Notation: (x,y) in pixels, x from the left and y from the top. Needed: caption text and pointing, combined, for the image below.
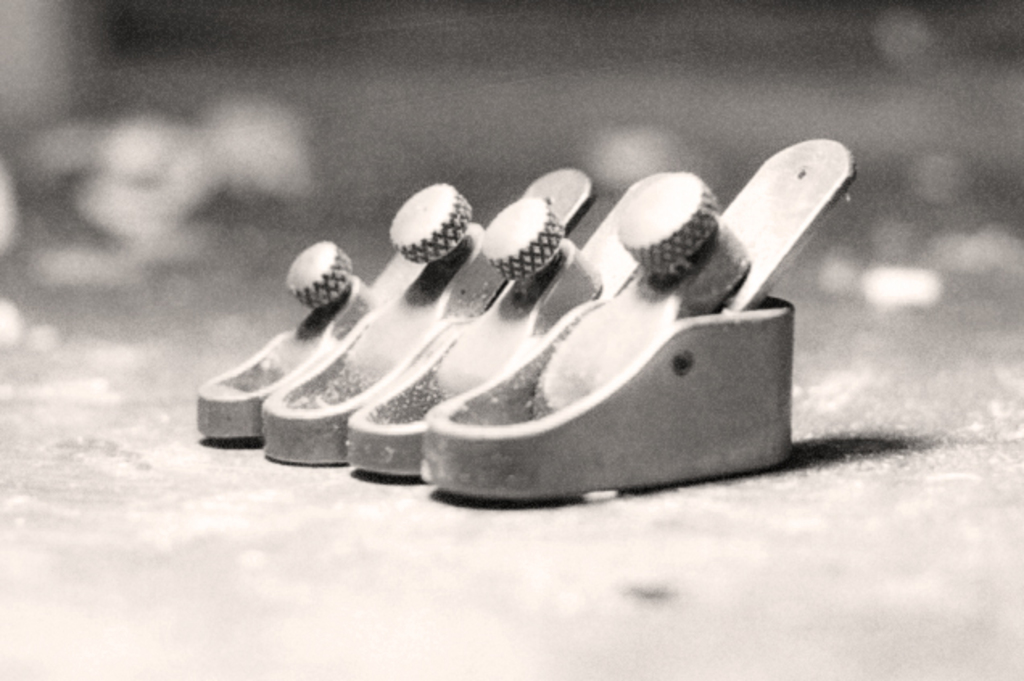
In this image, we can see objects (718,399). In the background (357,155), image is blurred.
